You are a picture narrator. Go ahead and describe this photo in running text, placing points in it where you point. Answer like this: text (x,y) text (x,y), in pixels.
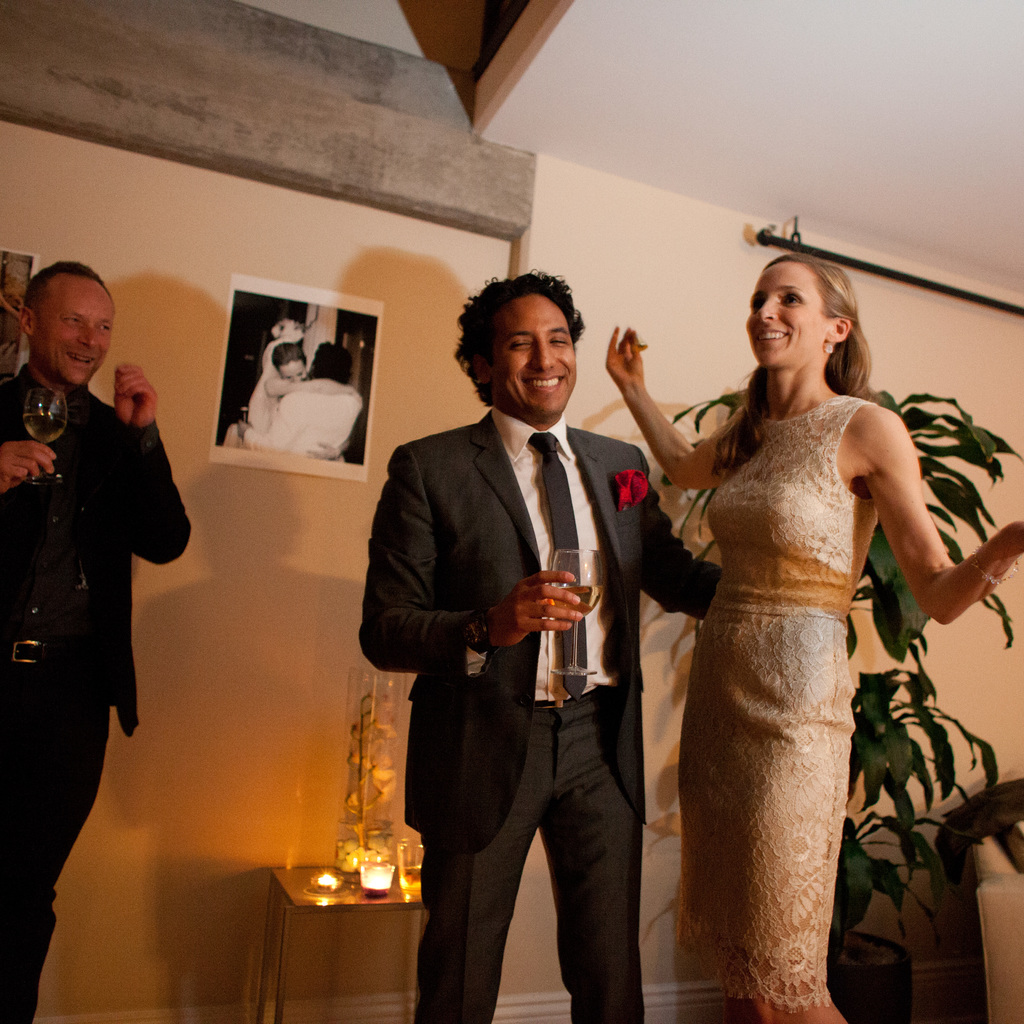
In front of the picture, we see a man (551,576) and a woman (728,454) are standing. The man (610,523) is holding a glass (598,577) containing the liquid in his hand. Both of them are smiling. Behind them, we see a small table (397,892) on which candle (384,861), glass (415,869) and some other objects (376,841) are placed. On the left side (173,489), we see a man (99,583) is standing. He is holding a glass (55,398) containing the liquid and he is smiling. In the background (227,607), we see a wall (622,226) on which the photo frames (265,345) are placed. On the right side (874,743), we see a plant pot (865,892) and a chair (1022,936).
